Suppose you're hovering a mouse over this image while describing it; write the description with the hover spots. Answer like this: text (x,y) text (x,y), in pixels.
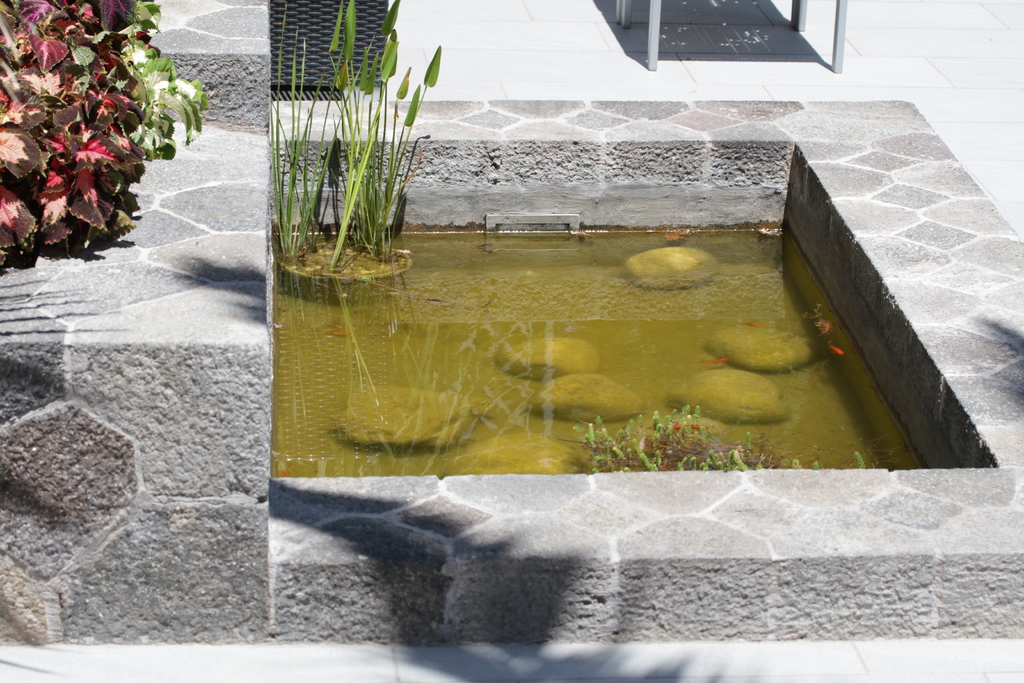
In this picture I can see water (535,341), grass (394,219) and plants (51,183). In the background (659,53) I can see an object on the floor (588,57).
